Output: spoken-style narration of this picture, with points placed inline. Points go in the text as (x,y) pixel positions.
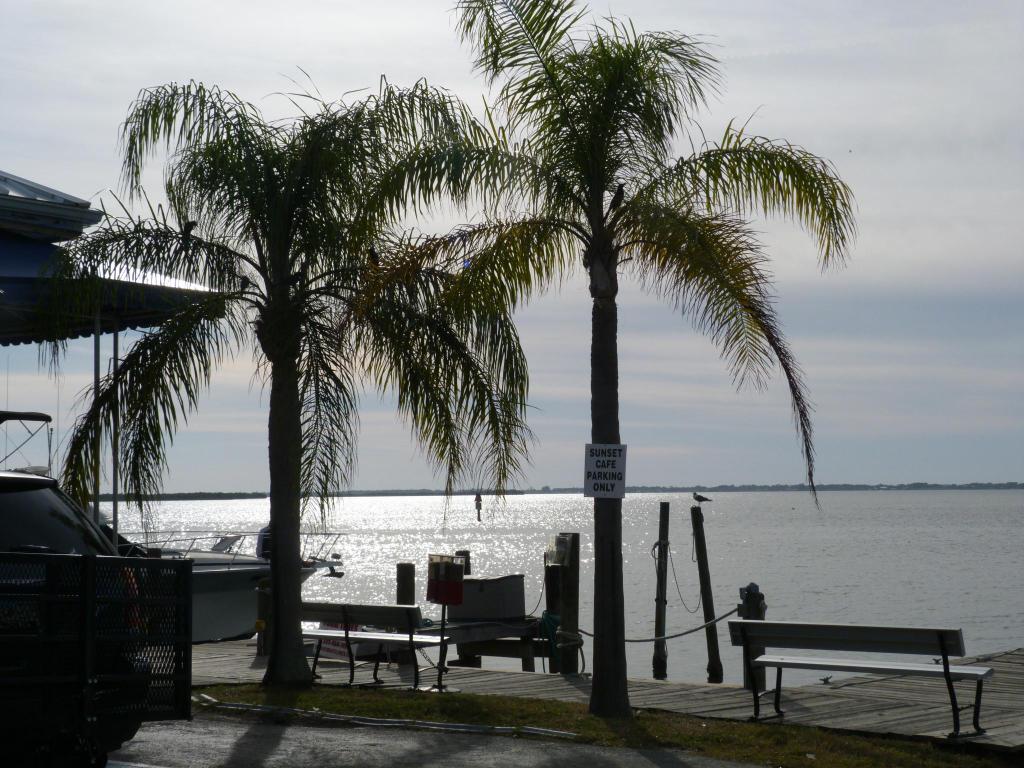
As we can see in the image there are trees (431,181), boat (141,549), benches (946,664) and water (891,522). On the top (462,79) there is a sky (889,445).
